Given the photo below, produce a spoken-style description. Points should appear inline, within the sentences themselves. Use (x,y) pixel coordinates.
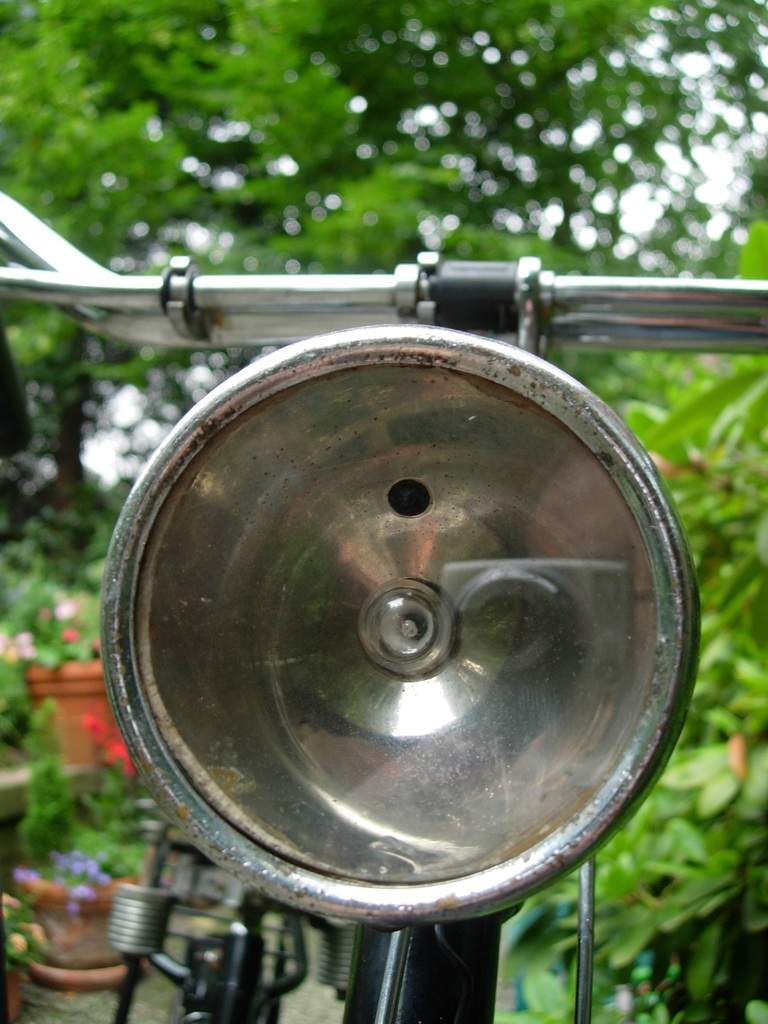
In this image I see a cycle (396,450) and I see there are few plants (49,658) over here and it is totally green in the background (541,159).
